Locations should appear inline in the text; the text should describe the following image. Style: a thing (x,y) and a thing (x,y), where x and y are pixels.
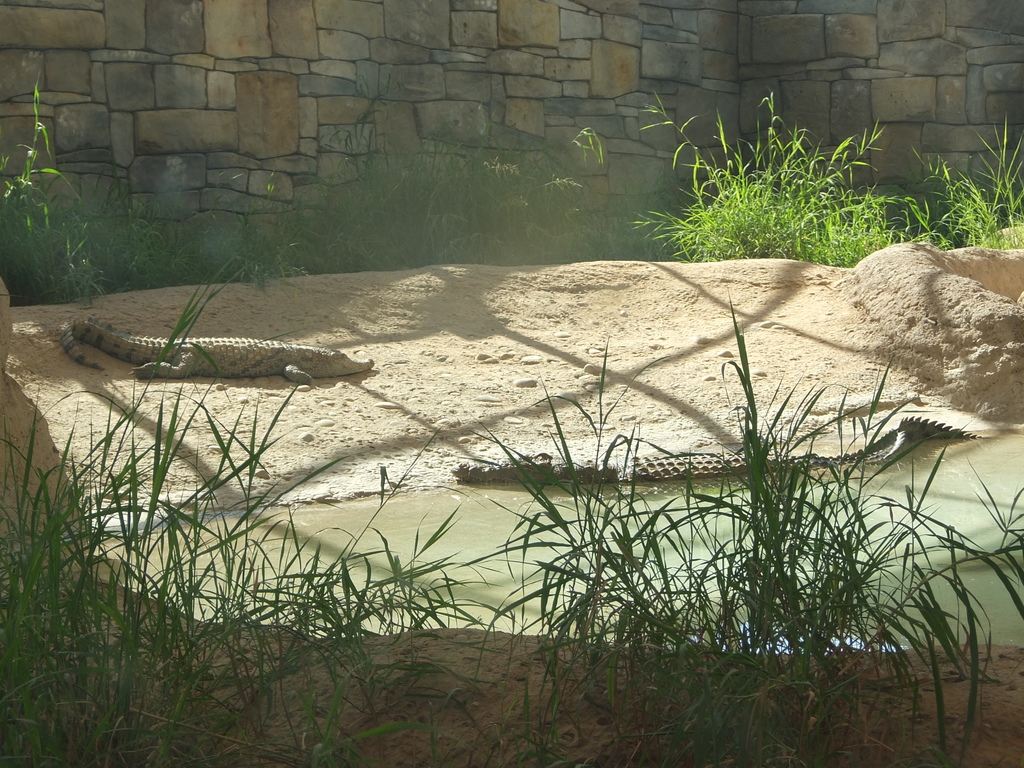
In this image we can see grass (451,166), two crocodiles (610,473), a crocodiles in the water (502,534) and a crocodiles (250,364) on the ground (665,364) and a wall (630,69) in the background (645,82).
